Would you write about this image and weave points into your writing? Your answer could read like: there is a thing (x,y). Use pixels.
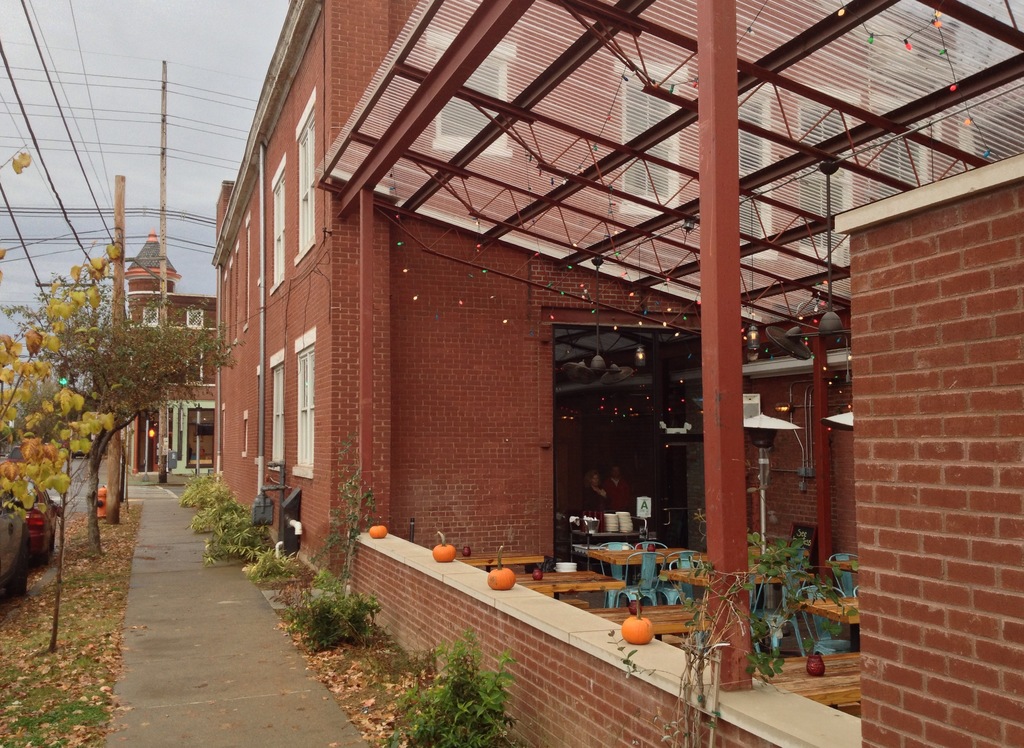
In this image we can see a building (502,301) with windows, roof (458,231) and also decorated with some lights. We can also see some pumpkins (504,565) placed aside, some chairs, plates (613,526) on a table (567,587), a table fan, some plants (749,585), poles (725,584), a ceiling fan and two persons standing inside the building (514,534). On the left side (285,707) we can see some plants (202,517), trees (101,452), a pathway (268,694), some poles (118,454), a car (28,531) parked aside, some wires (128,262) and the sky (134,198) which looks cloudy.
